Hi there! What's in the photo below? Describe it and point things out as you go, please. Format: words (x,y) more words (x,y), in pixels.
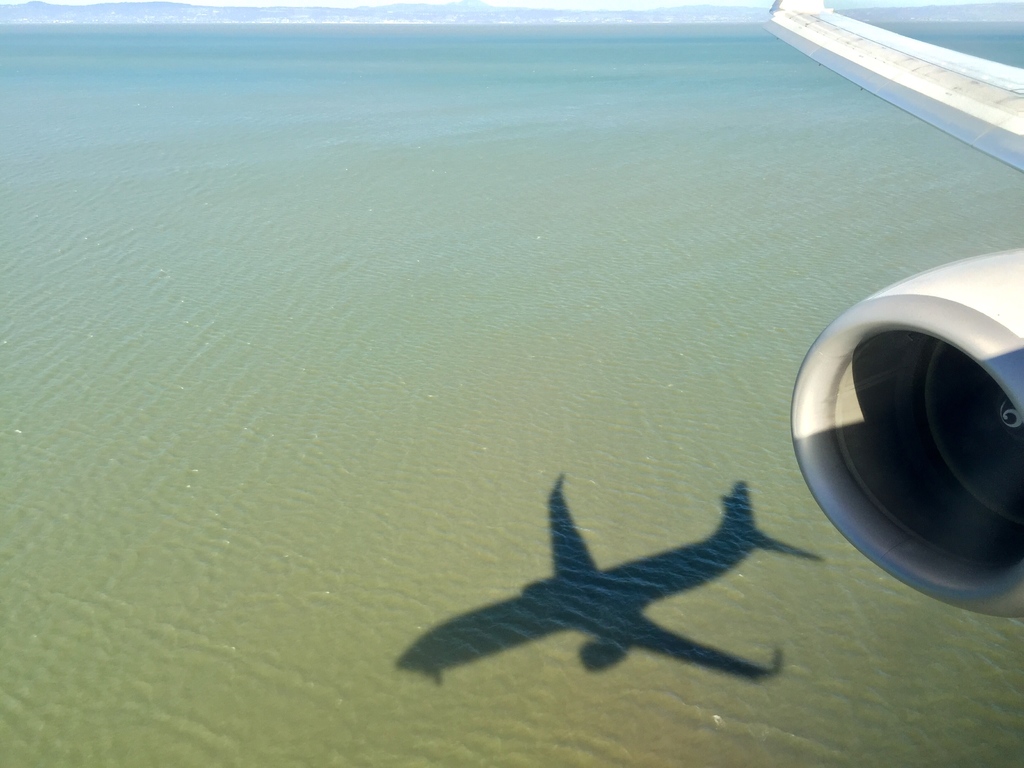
At the bottom of the image (170,553) we can see water (986,46). In the top right corner of the image (1012,67) we can see a plane wing (1012,83). In the water (662,462) we can see a shadow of a plane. At the top of the image (972,10) we can see some hills (676,10) and sky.
